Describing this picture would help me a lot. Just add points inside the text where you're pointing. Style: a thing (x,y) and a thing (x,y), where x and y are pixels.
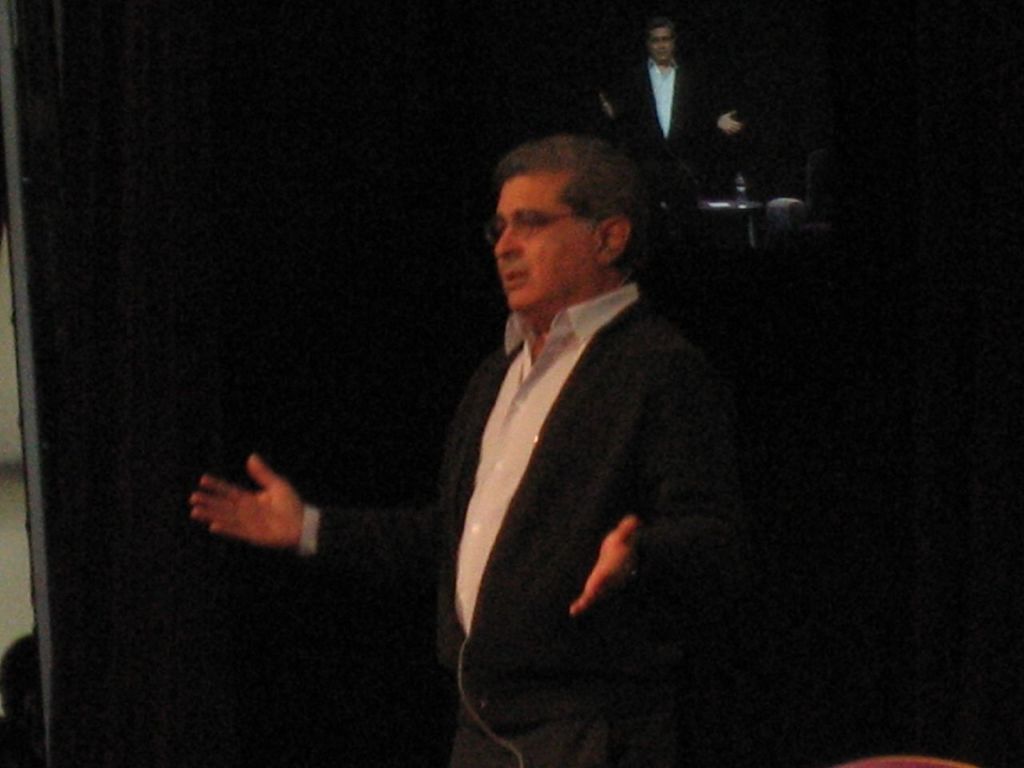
In this image I can see the dark picture in which I can see a person (572,308) standing. I can see the black colored background (666,176) in which I can see a person (669,98).
